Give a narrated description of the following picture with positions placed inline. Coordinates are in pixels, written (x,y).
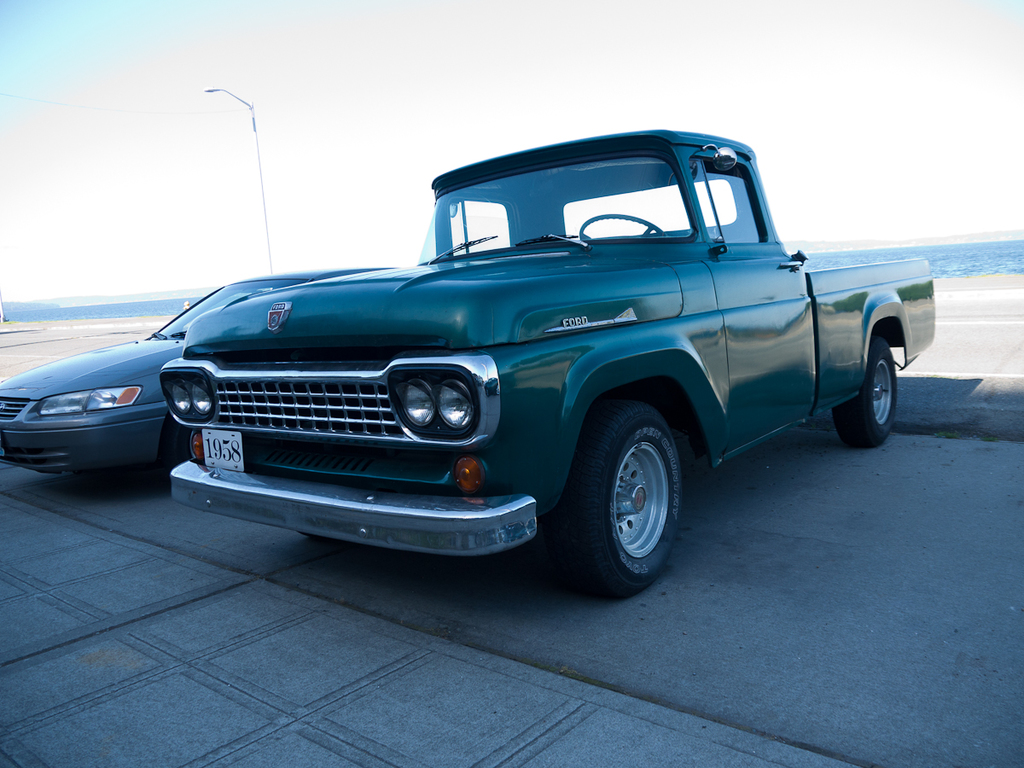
This image is taken outdoors. At the top of the image (142,95) there is a sky (444,71) with clouds (780,99). In the background (939,258) there is a sea (154,303) with water (172,305) and there is a street light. At the bottom of the image (348,695) there is a floor (472,683). In the middle of the image (507,345) two cars (315,395) are parked on the floor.
